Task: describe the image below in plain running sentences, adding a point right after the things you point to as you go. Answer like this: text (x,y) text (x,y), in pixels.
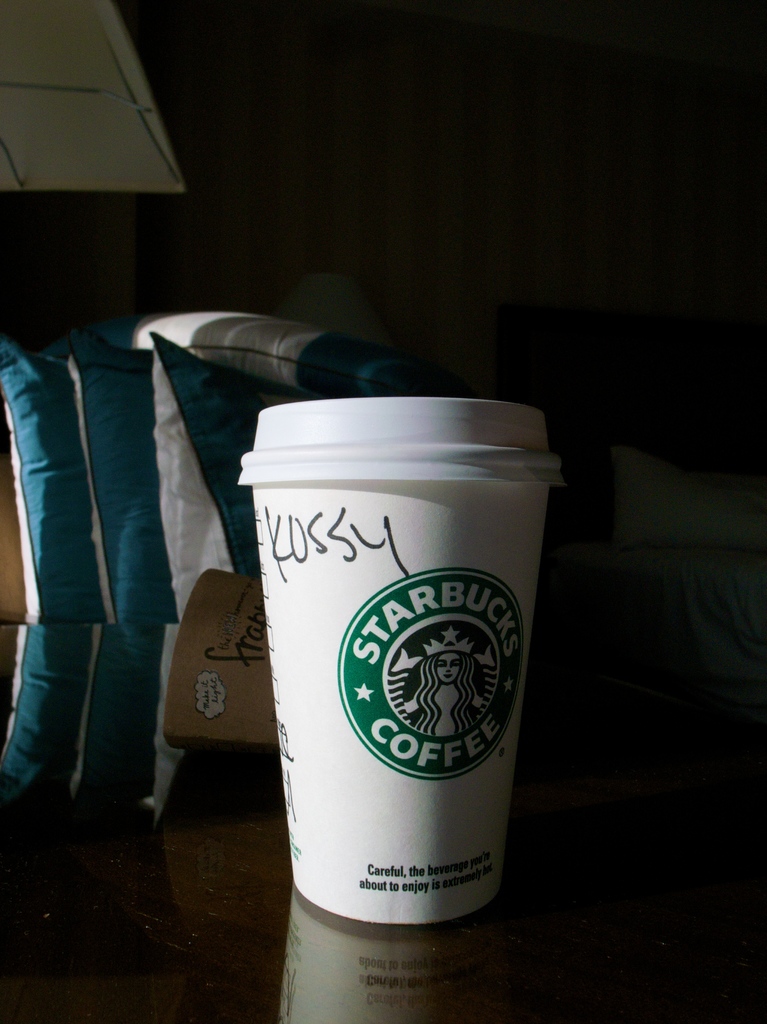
We can able to see a cup (456,777) and pillows (187,477). Beside this table (633,725) there is a bed (734,676) with pillow (715,532).
